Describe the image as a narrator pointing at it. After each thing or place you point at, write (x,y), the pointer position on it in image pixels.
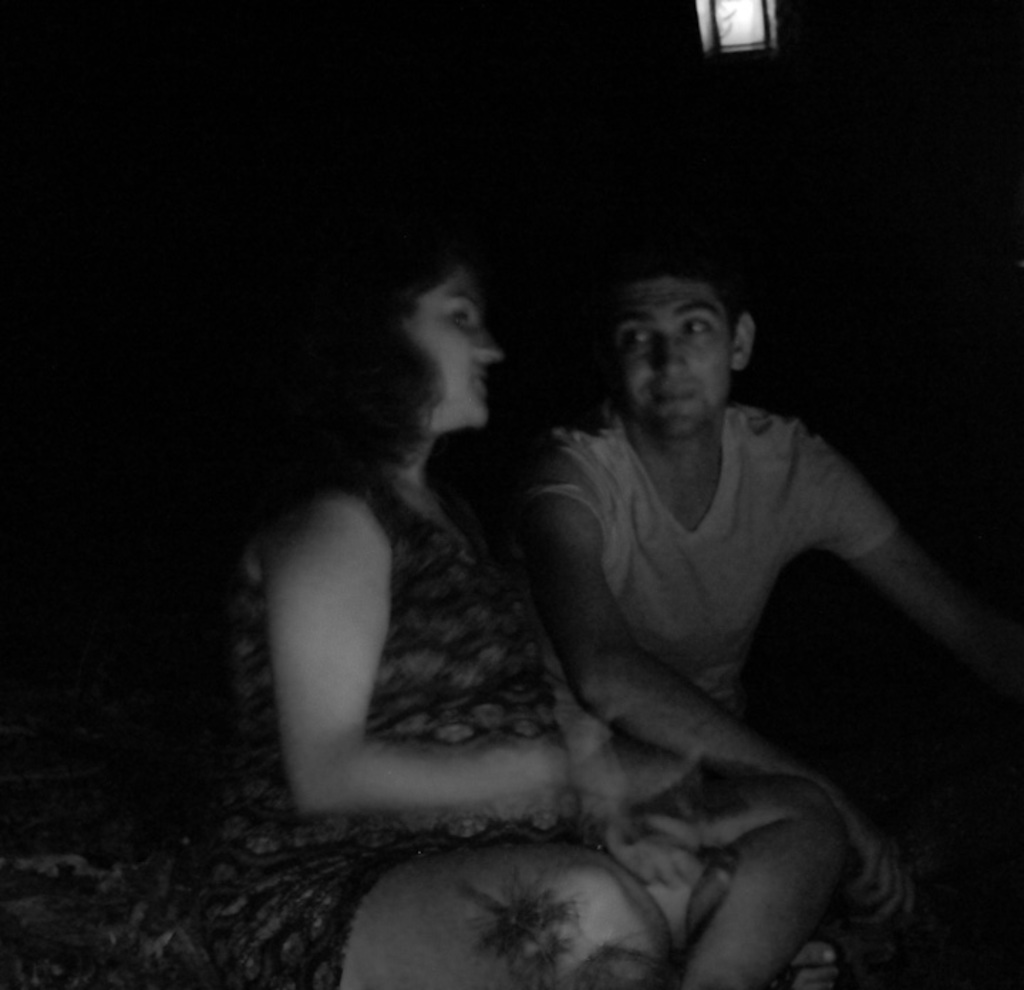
In this image I can see the black and white picture of a woman (509,638) and a man (717,585) sitting and I can see the dark background (156,335).
